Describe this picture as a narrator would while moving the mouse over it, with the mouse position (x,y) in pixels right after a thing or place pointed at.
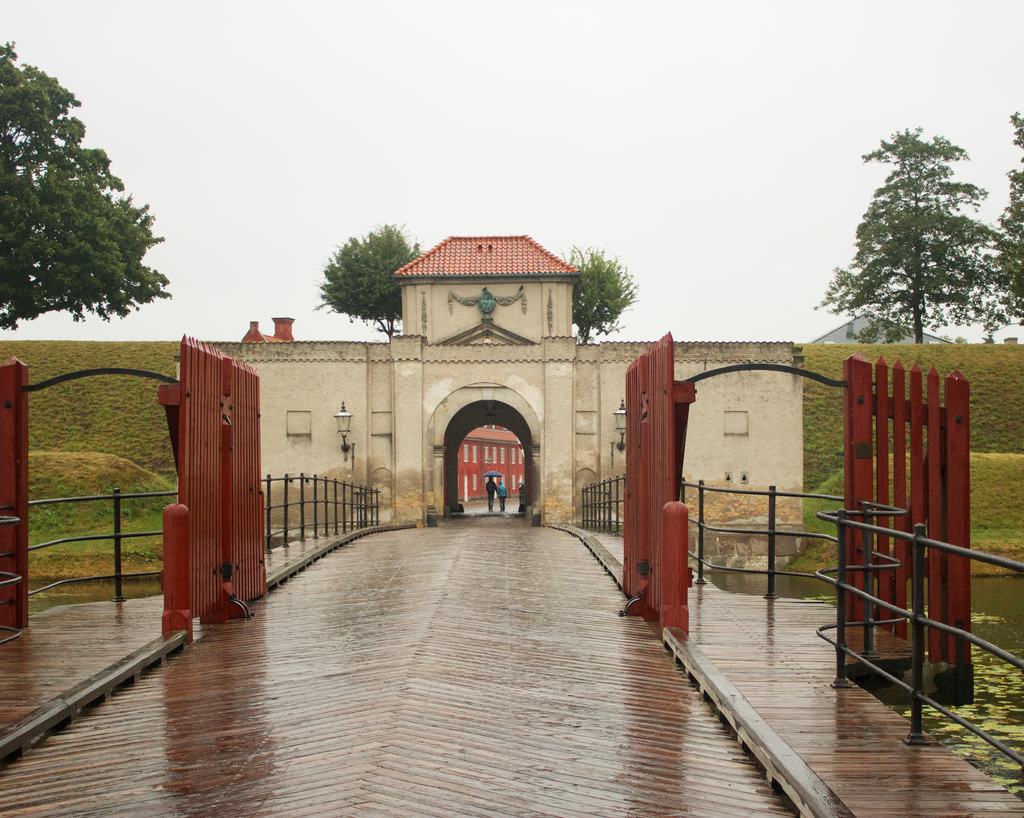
In this picture there are two persons (493,488) holding an umbrella (492,473) and standing near to the building (514,466). On the right (855,390) we can see the fencing (959,646) and gates (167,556). In the background (151,547) we can see mountain (874,353) and trees (42,225). At the top (521,84) there is a sky (560,62).
